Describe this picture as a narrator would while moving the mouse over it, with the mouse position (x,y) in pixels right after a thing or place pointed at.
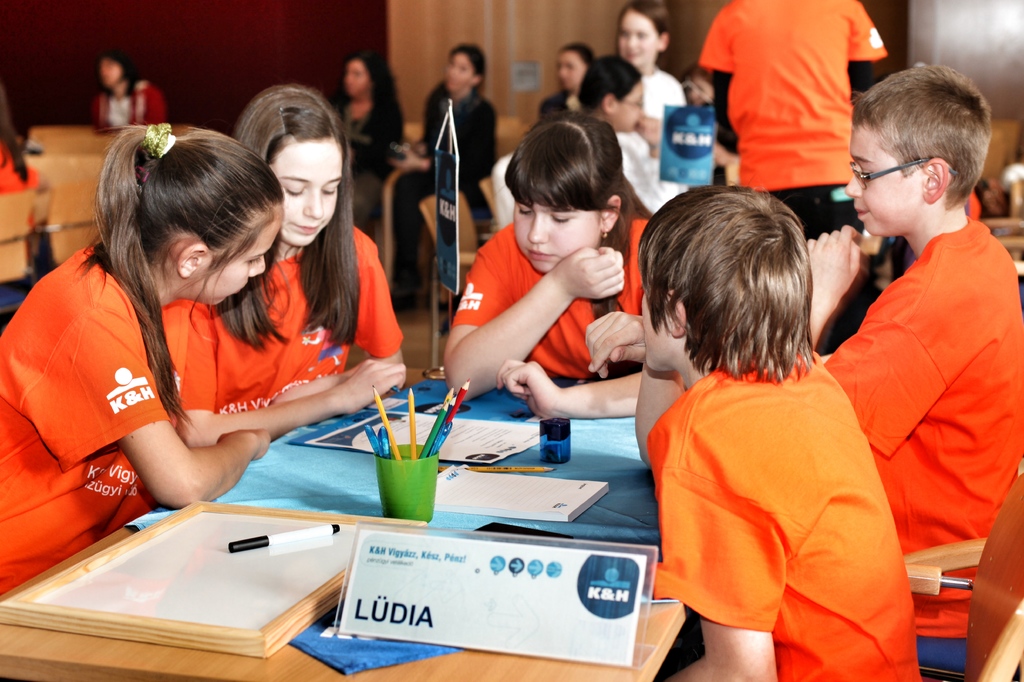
In this image we can see a few people (573,337) sitting on the chairs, also we can see a person (734,14) standing, there is a table (213,517), on the table (186,597), we can see, pencils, book (519,503), poster (493,445) and some other objects (411,493), also we can see a board (407,564) with some text (395,554) and in the background (566,30) we can see the wall (586,33).
